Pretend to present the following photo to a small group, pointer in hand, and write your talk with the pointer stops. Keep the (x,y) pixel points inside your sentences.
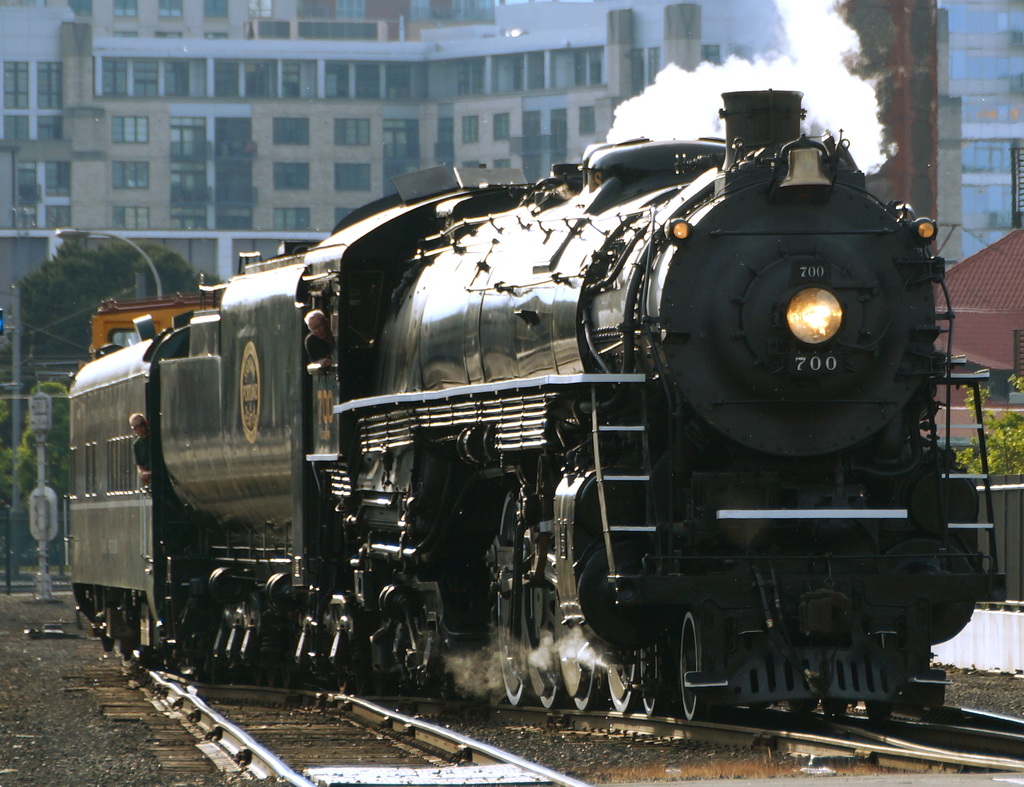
In this image, we can see the train (409,497). We can see some railway tracks (387,752), buildings (1012,177), plants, poles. We can see a person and a tree (60,480). We can see some objects (42,471) on the left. We can also see some smoke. We can see the ground (21,612) with some objects (53,627).
